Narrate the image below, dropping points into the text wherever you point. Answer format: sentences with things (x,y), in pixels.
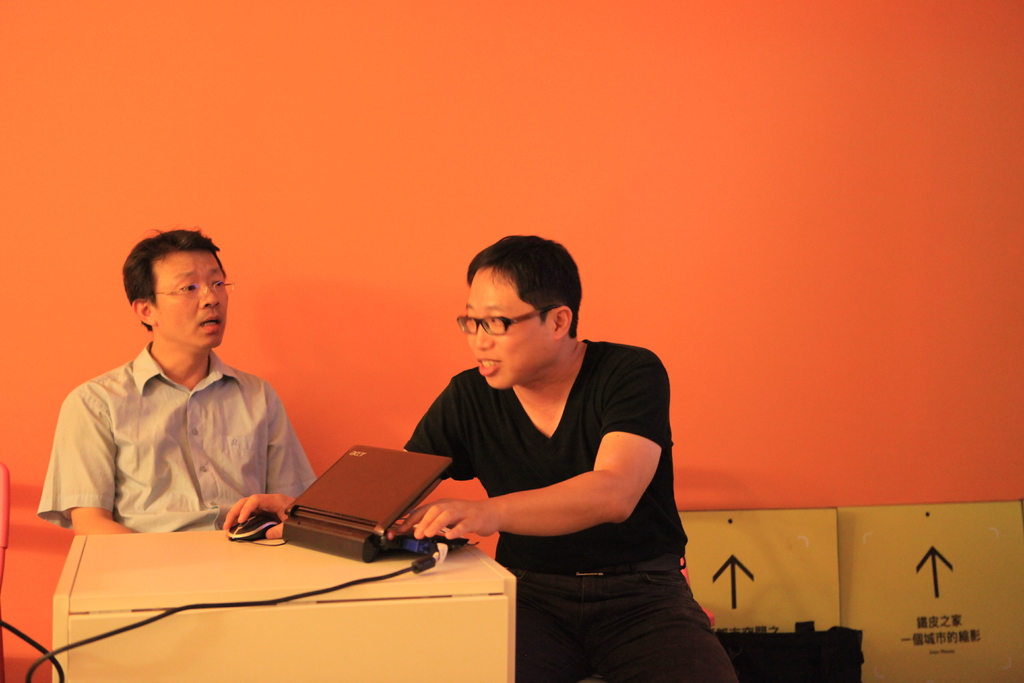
These 2 persons (75,423) are sitting on a chair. In-front of this person (143,424) there is a table (413,583), on this table (386,637) there is a laptop (348,494), mouse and cable (307,596). This wall (542,226) is in orange color. These 2 men (571,365) wore spectacles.
